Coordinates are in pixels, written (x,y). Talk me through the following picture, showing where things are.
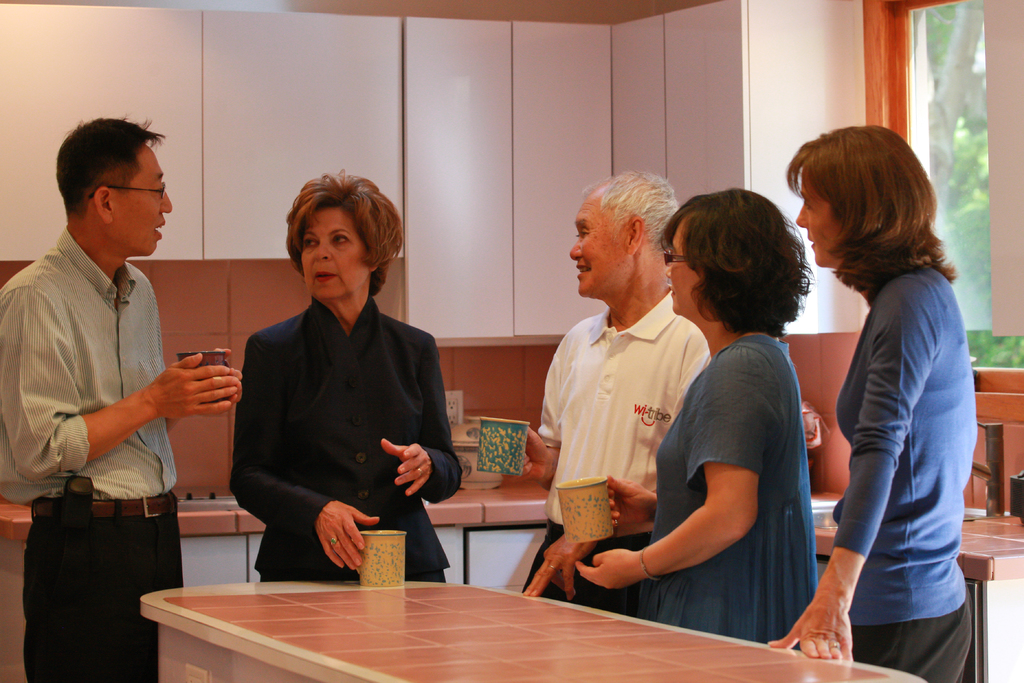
In this picture there are two men (640,300) and three women (427,403) who are standing. There is a cup (381,565) on the table (471,609). There is a bowl (485,479) on the desk (497,504). There are cupboards (495,93) and trees (964,126) at the background (943,212).
